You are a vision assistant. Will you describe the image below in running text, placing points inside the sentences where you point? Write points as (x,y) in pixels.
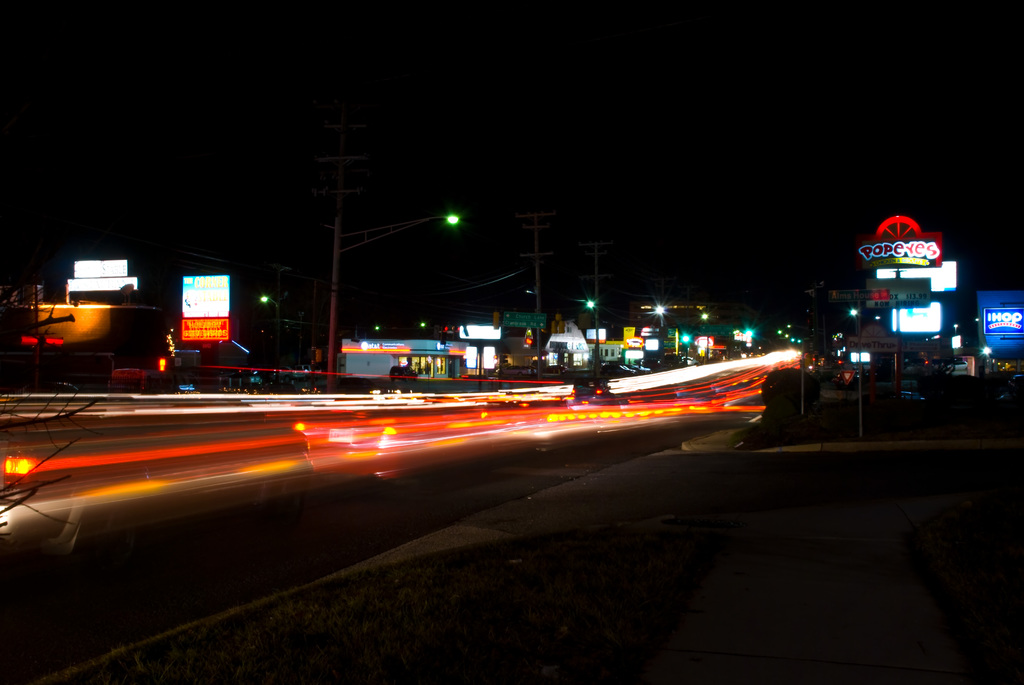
This image is taken at night time. In this image we can see there are buildings (1000,365), boards (466,336) with some text (601,338), poles (813,338), street lights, utility poles (596,291) and a road (206,453). The background (686,270) is dark.
